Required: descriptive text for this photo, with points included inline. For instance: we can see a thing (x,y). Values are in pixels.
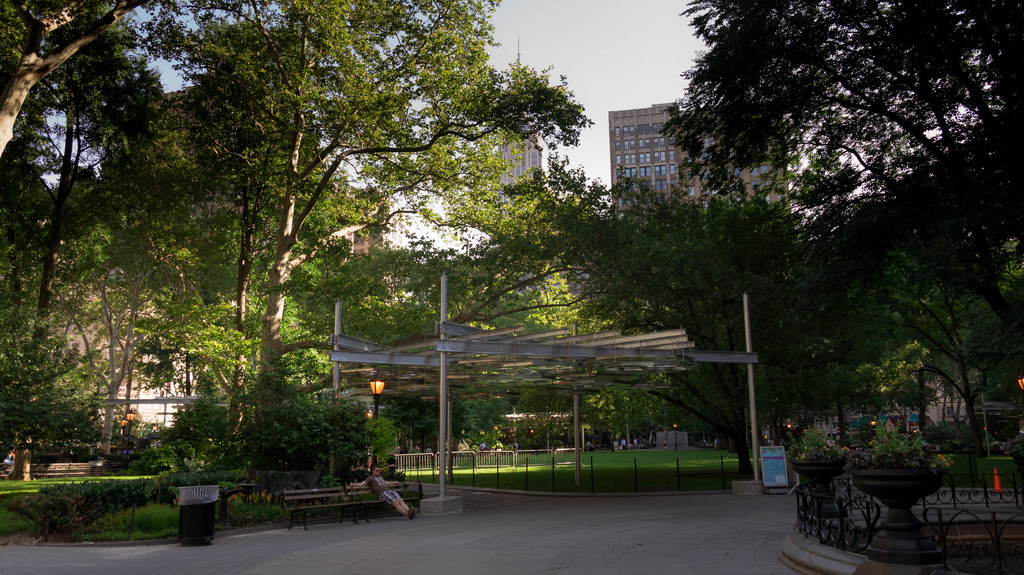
In this image we can see few trees (838,343), potted plants (870,474), an iron railing (857,500), few light poles (381,392), a shed (480,353), a board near the shed (464,355), a person (389,490) sitting on the bench (322,498), a black color object (209,511) looks like a trash bin (202,529) on the floor (487,515) and there are buildings (539,158) and sky (545,67) in the background (575,92).
